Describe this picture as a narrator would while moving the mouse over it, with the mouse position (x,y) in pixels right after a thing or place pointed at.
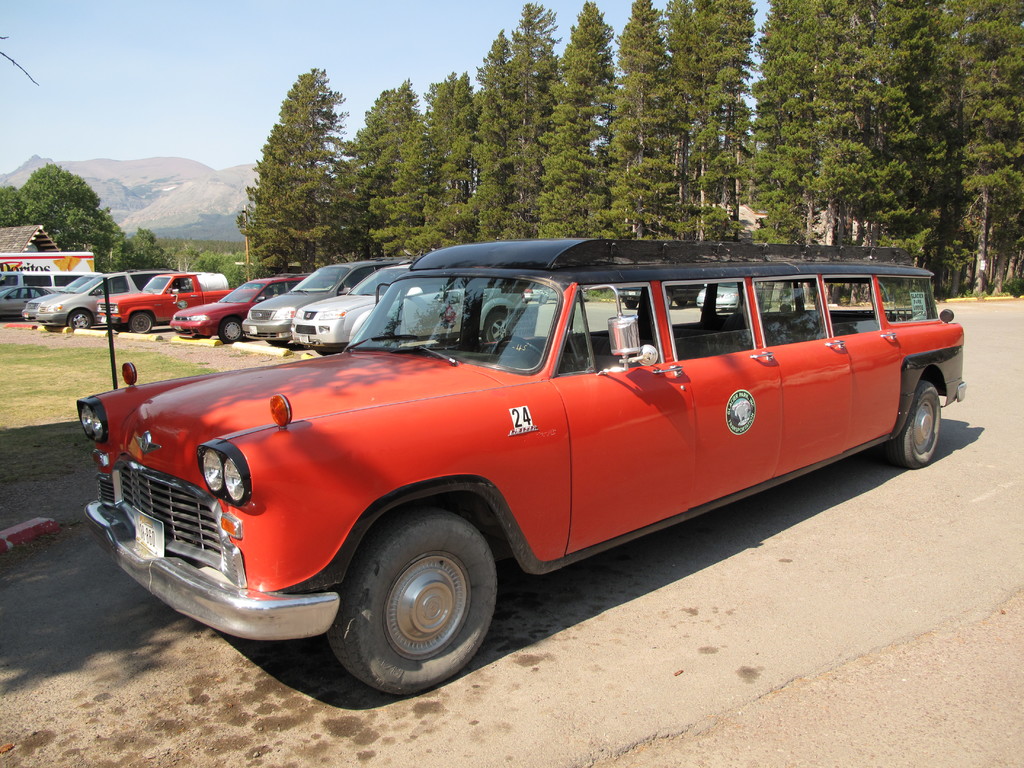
Here there are cars (515,427) and trees (757,156), this is road (730,708) and a sky (230,64).
